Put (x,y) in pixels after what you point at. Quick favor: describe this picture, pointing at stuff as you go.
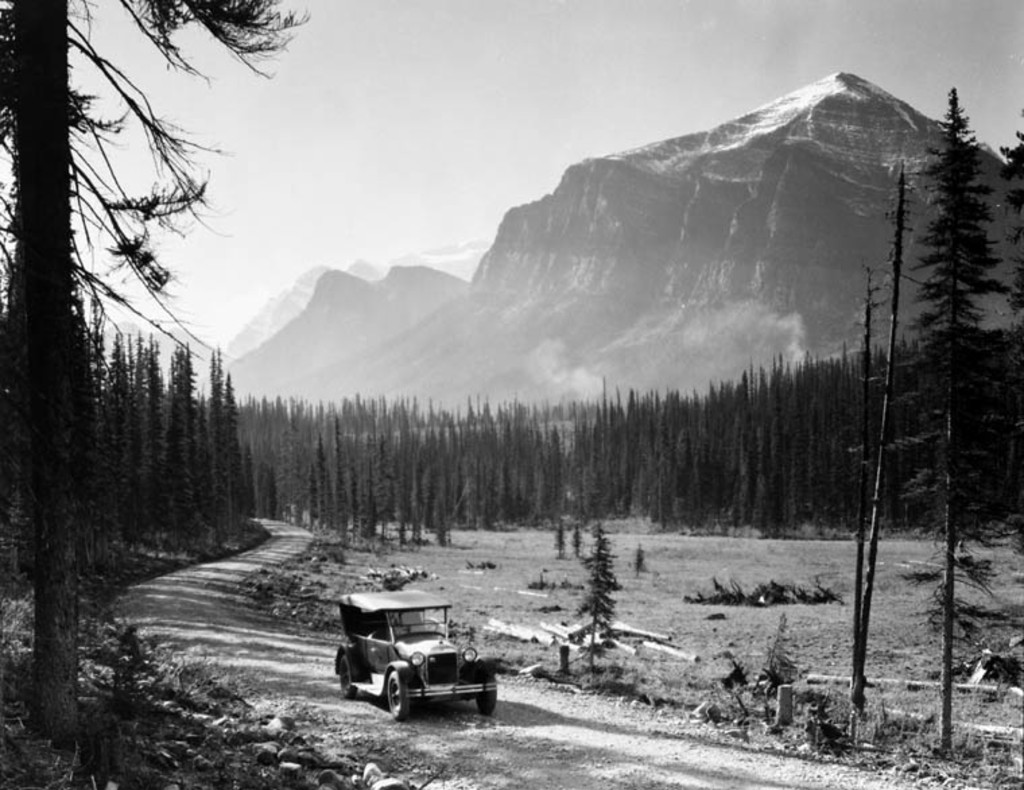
In the image we can see mountains (552,270), trees (396,454), path (252,558) and the sky (299,91). We can even see the vehicle (465,654).
